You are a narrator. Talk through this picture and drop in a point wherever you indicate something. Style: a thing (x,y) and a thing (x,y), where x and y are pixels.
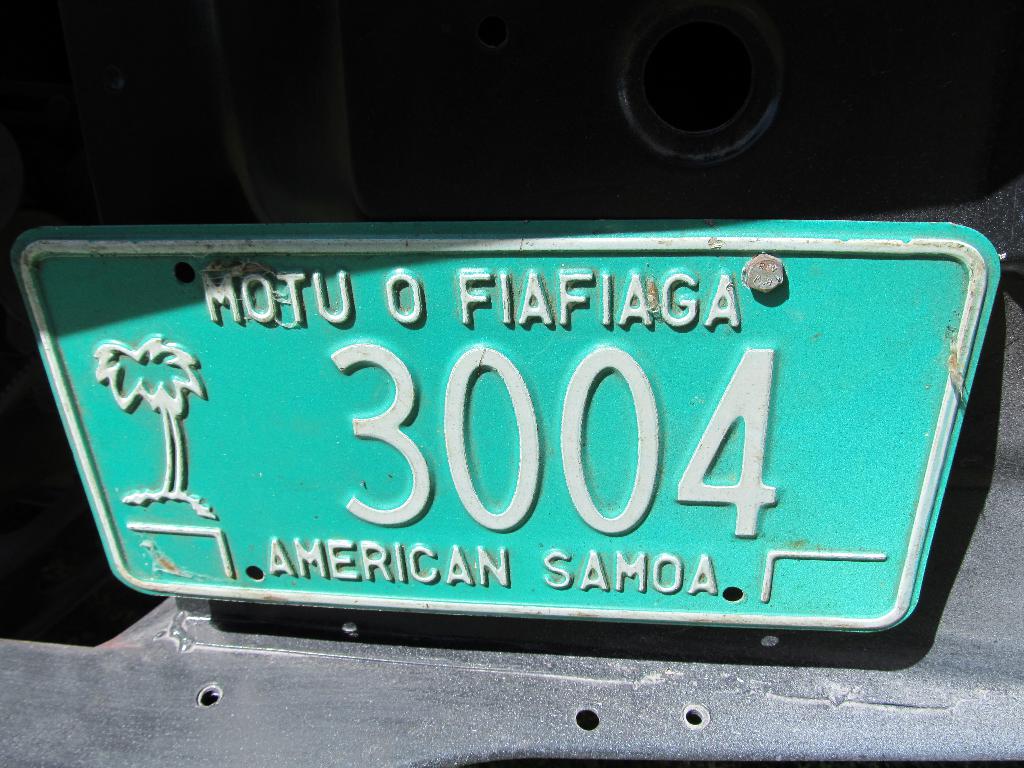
In this image there is board (652,268), on that board (443,552) there is some text (754,528).
